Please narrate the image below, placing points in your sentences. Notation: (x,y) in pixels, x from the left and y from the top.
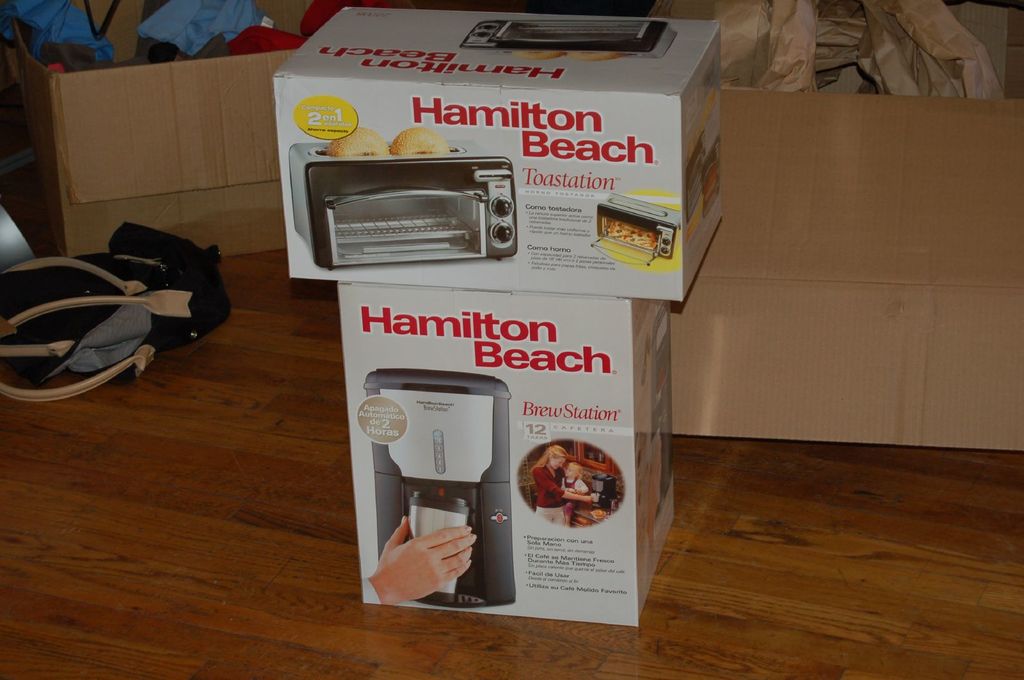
In the picture we can see a toast making box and brew station box (522,591) placed on the wooden surface (883,559) and behind it, we can see two boxes (899,380) with clothes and beside it we can see a handbag (86,344).
